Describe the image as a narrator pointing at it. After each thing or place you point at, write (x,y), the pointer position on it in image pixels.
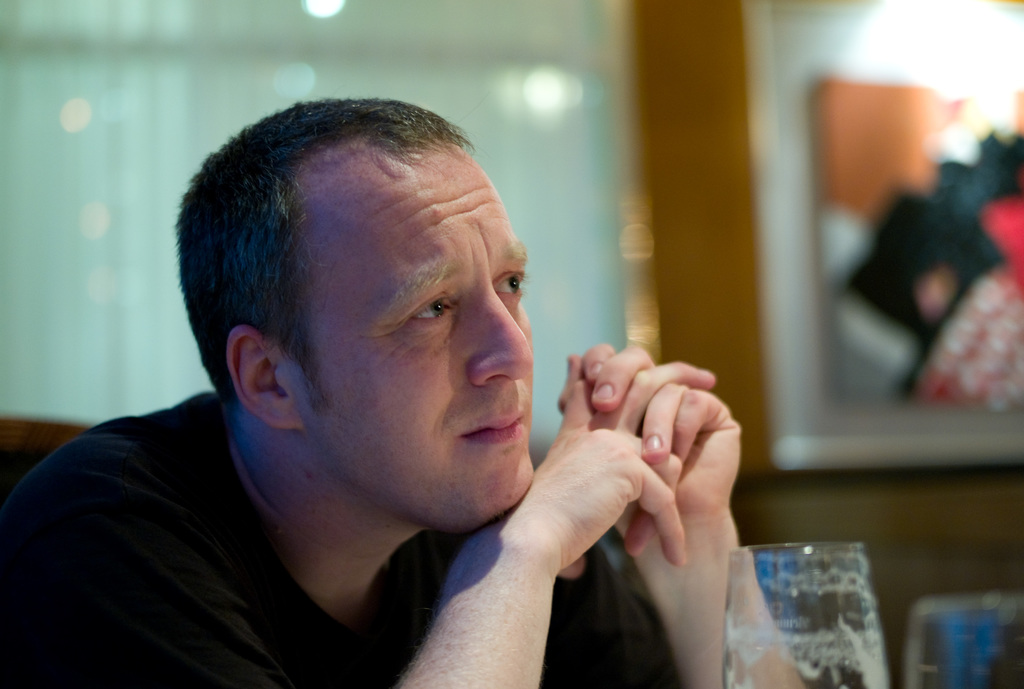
In this image there is a man (446,497). In front of him there are glasses (926,640). Behind him there is a wall (706,168). There are window blinds (406,49) and a picture frame (812,104) on the wall (720,183).
